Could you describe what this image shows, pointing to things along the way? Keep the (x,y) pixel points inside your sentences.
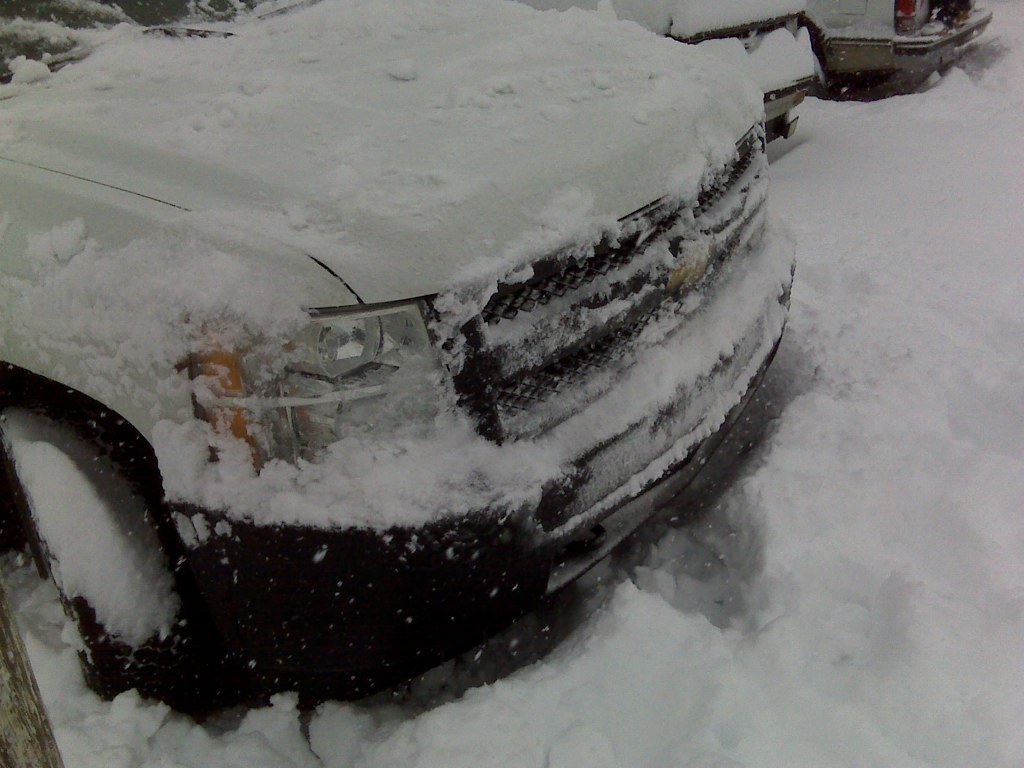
In this image, on the left side (331,378), we can see some cars (452,375), on that cars (579,296), we can see an ice (634,390), at the bottom (619,667), we can also see an ice (290,715).
